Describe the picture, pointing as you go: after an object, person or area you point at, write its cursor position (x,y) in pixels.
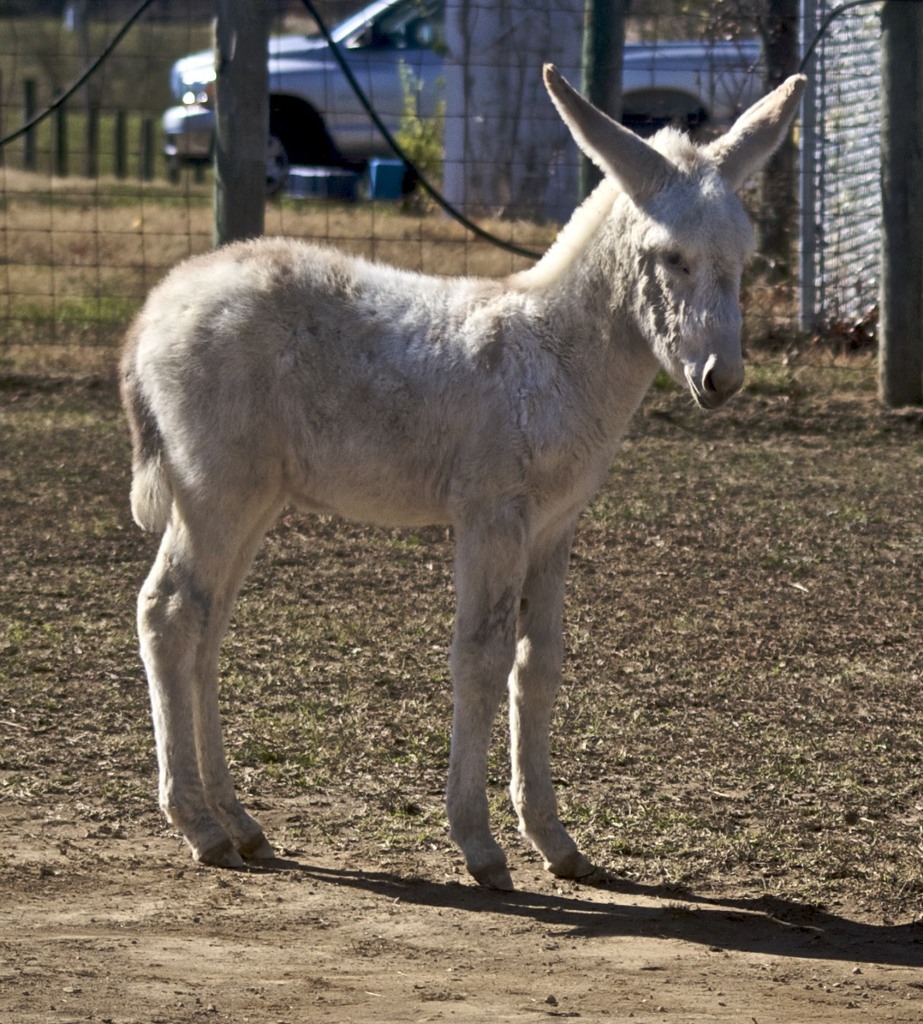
In this image I can see an animal (464,451) which is white in color is standing on the ground (355,730). In the background (112,299) I can see the metal fencing (213,225) and a vehicle (297,67) on the ground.
